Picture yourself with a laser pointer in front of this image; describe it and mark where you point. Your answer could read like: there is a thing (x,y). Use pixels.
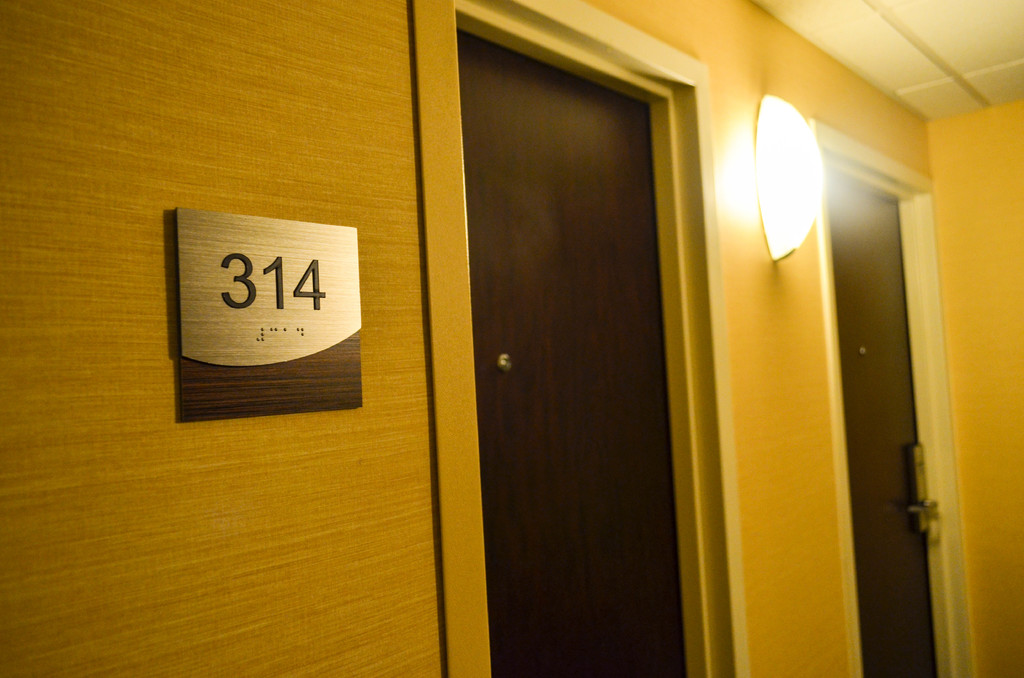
On the left side (335,371), there is a number board (321,365) and a light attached to the wall (46,255) and there are two doors (875,489). On the right side (986,27), there is a roof (934,39) and there is a wall (979,405).
